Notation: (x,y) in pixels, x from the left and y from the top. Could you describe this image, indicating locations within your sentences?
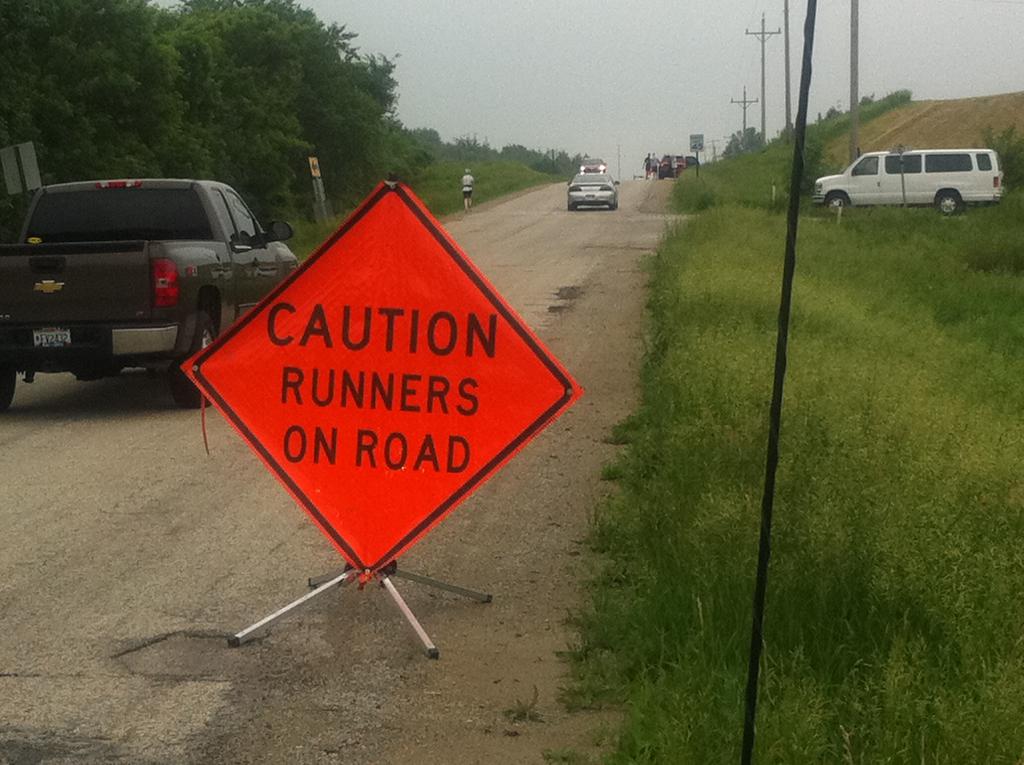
In the foreground of this image (898,366), on the right (848,198), there are few poles (788,125), a vehicle (897,170) and the grass (855,433). In the middle (413,400), there are few vehicles (593,181) moving on the road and a caution board (434,387) on it. On the left (217,97), there are trees (298,142), few boards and a person (466,200). In the background (566,160), there are trees (548,161), poles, few vehicles (609,179), people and the sky (570,86).
